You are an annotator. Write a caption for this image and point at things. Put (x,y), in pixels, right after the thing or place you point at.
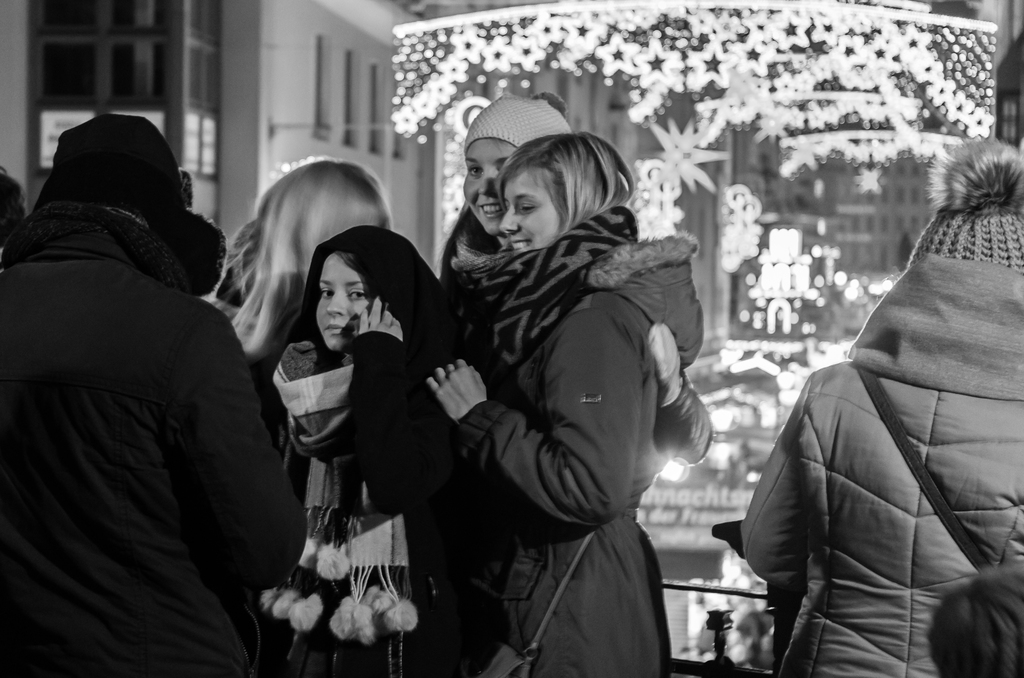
In this image we can see some group of persons (513,431) wearing coats (218,439), scarves (334,420) standing and in the background of the image (692,110) there are some lights (710,179) and there is a wall (346,93).
